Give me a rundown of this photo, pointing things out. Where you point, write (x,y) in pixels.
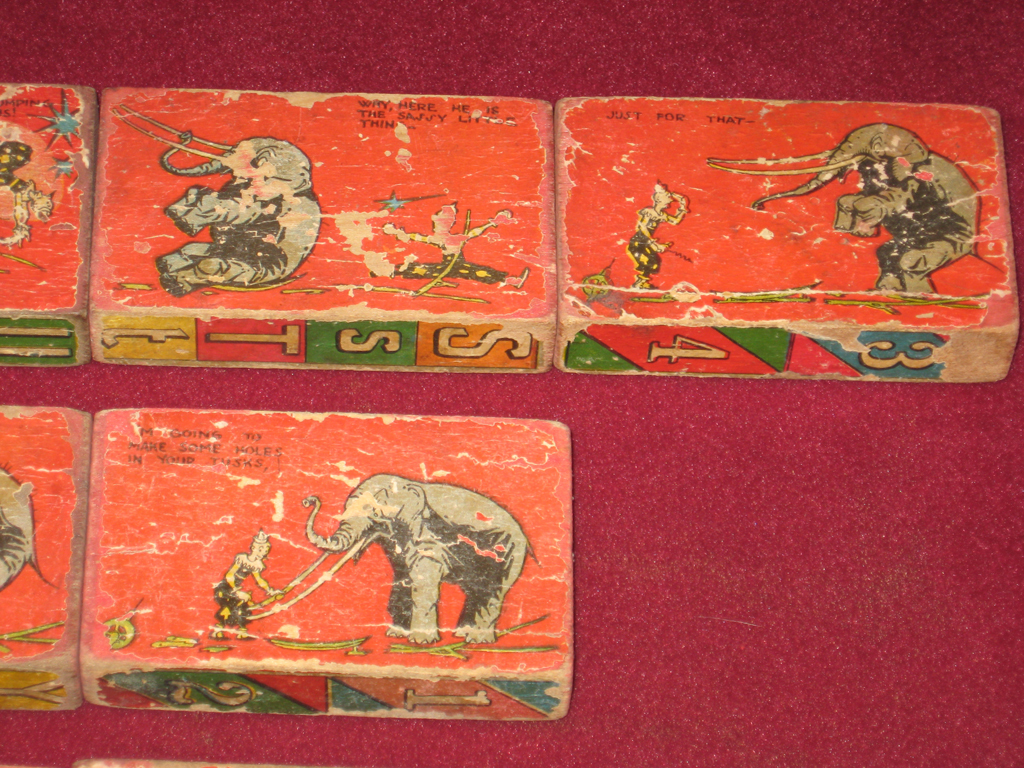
In this image there are some boxes (202,302), on the boxes (383,205) there is some text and in the background (89,59) there is a floor (794,646).
